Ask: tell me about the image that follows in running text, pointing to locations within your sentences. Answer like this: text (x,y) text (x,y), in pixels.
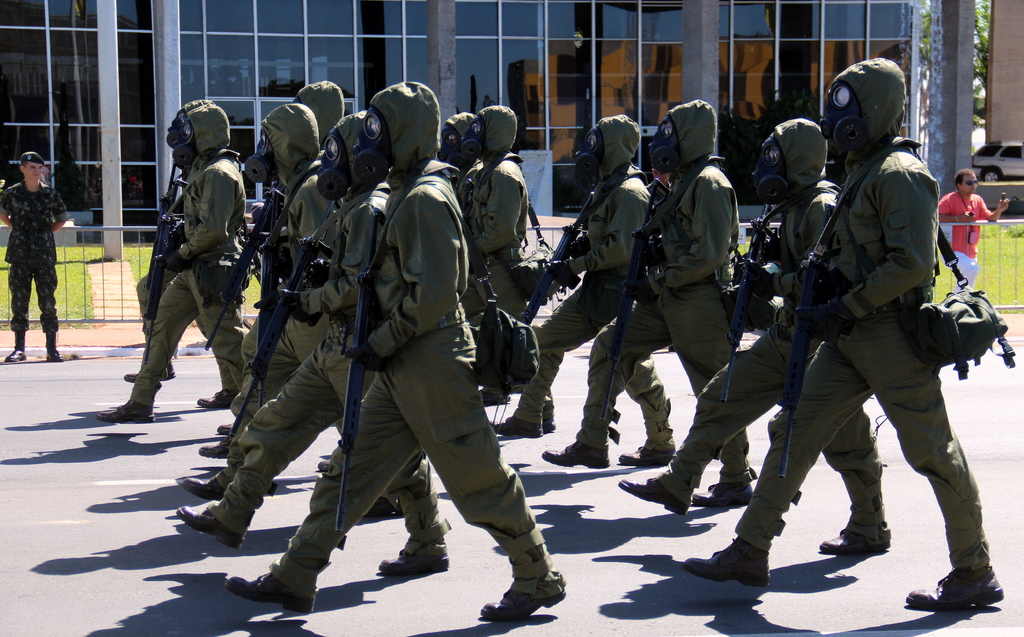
This image is taken outdoors. At the bottom of the image (114,583) there is a road (151,590). In the background (28,84) there is a building (472,68). There is a railing (138,259) and there is a ground (986,282) with grass (81,284) on it. On the right side of the image (1011,157) a car (991,178) is parked on the ground (1009,247) and there is a tree (986,47). A man (966,207) is standing behind the railing (1019,305). In the middle of the image (678,217) a few people (362,487) are walking on the road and they are holding guns (360,397) in their hands (567,271). On the left side of the image (46,318) a man (24,195) is standing on the road (19,452).
